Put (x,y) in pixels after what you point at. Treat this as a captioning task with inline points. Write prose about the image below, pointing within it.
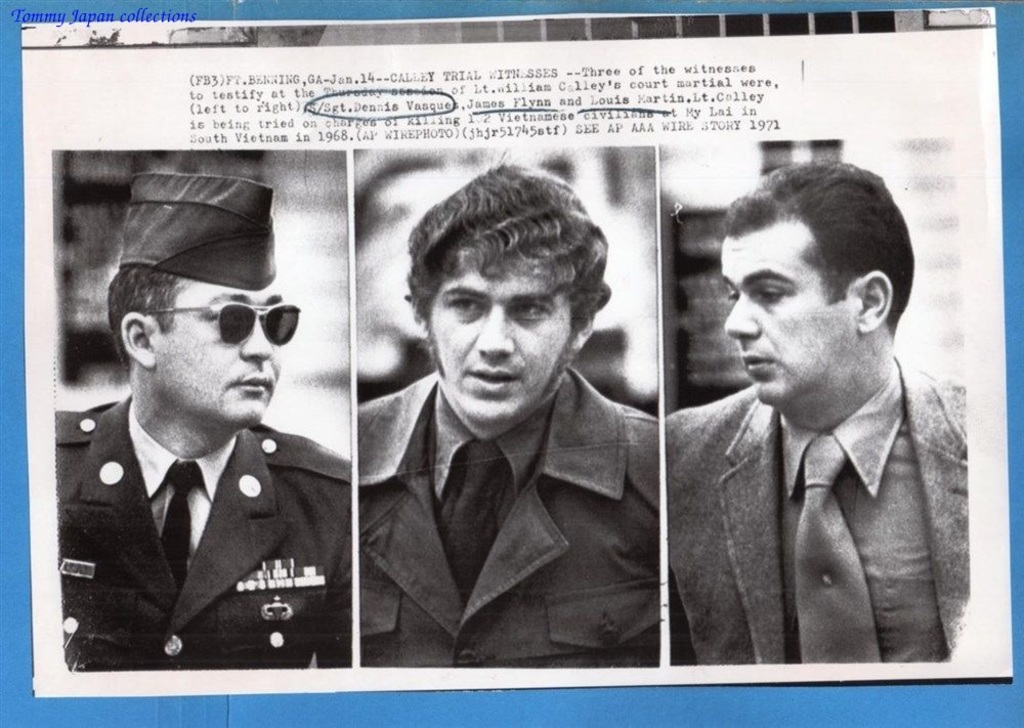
In this image, we can see a poster (195,337) with some image (247,163) and text (330,117). We can also see the blue colored background (946,707).
